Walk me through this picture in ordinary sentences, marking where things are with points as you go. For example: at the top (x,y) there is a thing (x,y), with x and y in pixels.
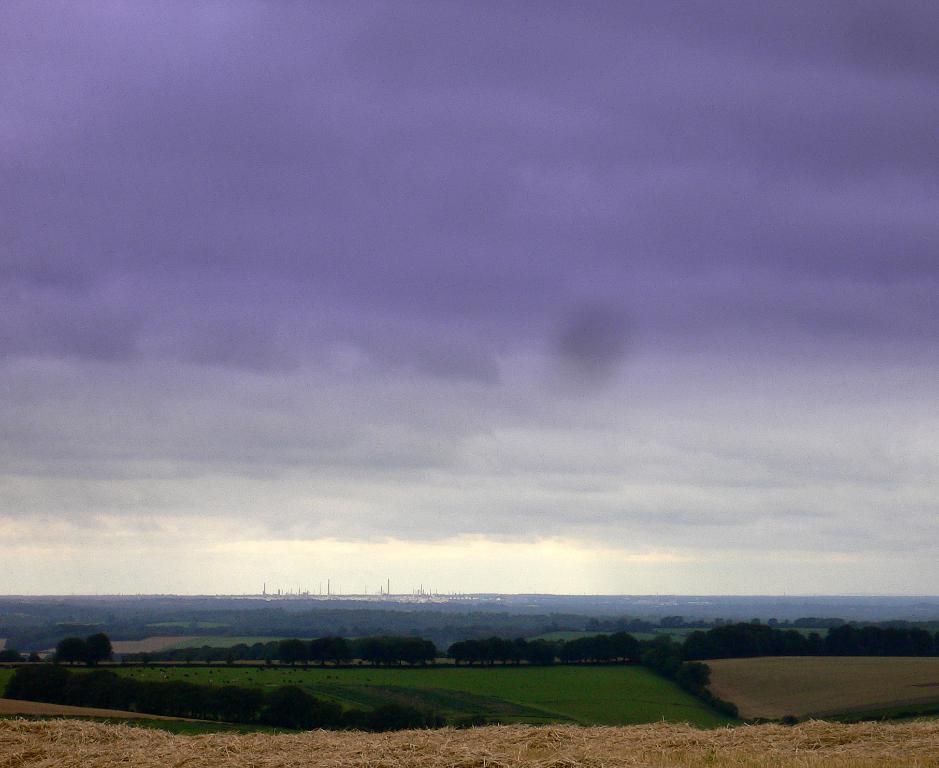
In this image we can see some trees (309,602), and, grass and sky (202,411) with the clouds (200,423).
